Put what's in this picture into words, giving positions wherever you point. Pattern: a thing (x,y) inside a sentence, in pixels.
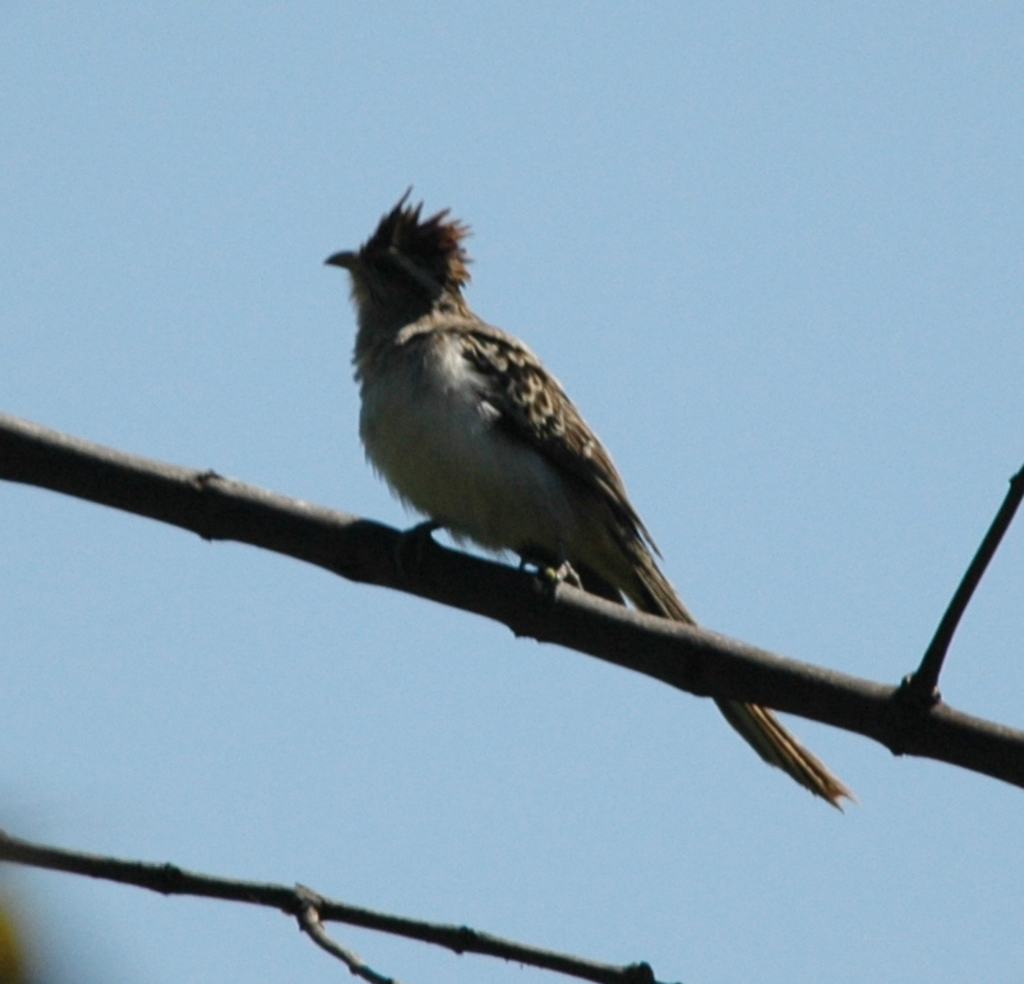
There is a bird (497,350) standing on the branch (424,578) of a tree (172,486). In the background (628,922), there is blue sky (580,98).
